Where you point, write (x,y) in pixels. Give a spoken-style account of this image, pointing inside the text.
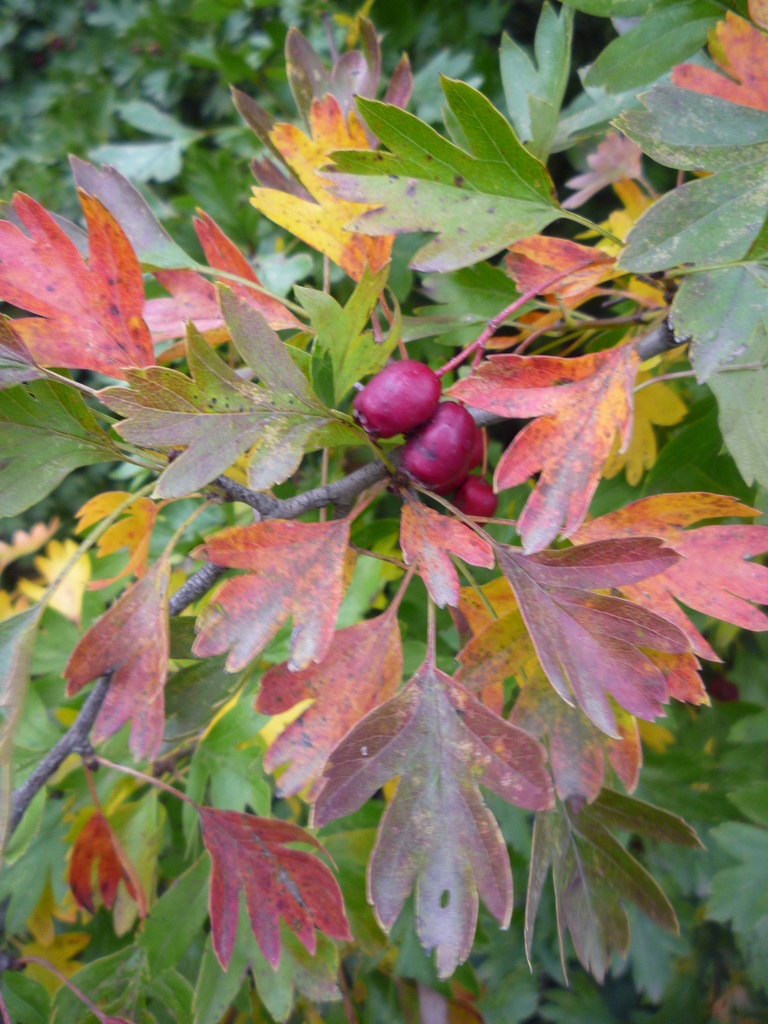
In this image we can see branch (315,496) of tree (274,528) with leaves (241,621) and fruits (454,462). In the background (182,81) there are leaves (38,679).
